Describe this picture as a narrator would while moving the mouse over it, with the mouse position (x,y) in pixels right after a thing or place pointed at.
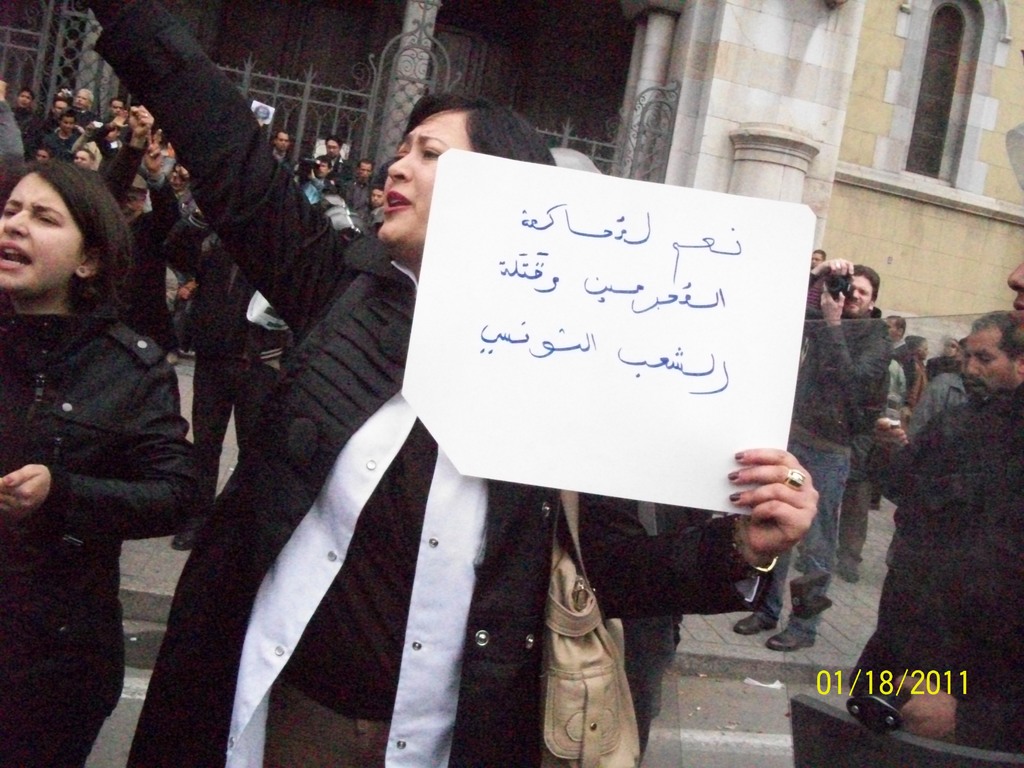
In the image we can see there are people (147,133) standing on the road (723,636) and there is a woman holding banner (622,391) in her hand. There are other people (74,131) standing at the back (845,346) and there is a man (851,292) holding camera (838,278) in his hand (831,308). Behind there is a building (891,281).
